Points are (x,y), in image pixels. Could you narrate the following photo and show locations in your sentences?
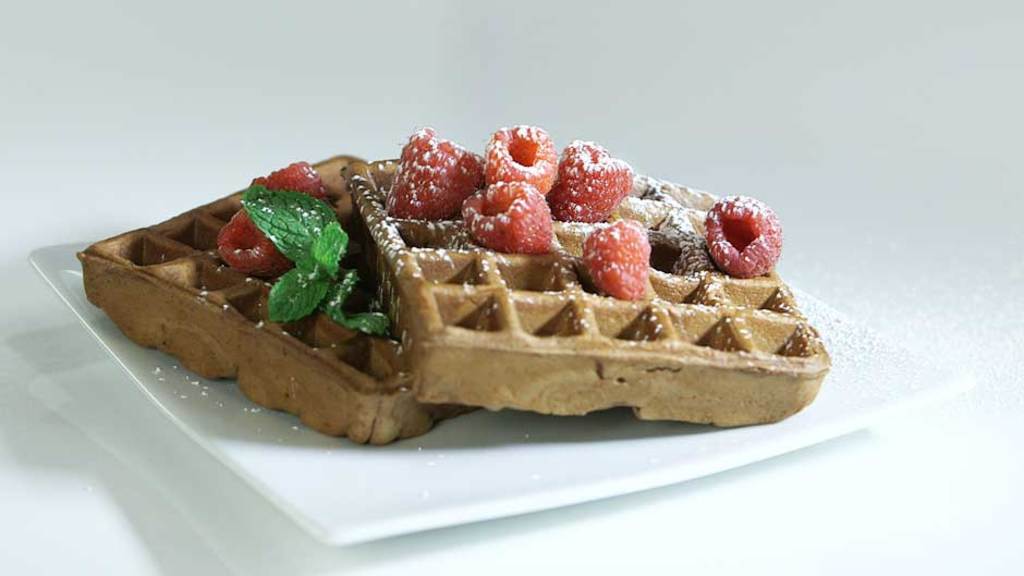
In this picture I can see the raspberries (250,235) and waffles (402,315) which are kept on the white plate (355,510). And this plate (426,508) is kept on the table (729,544).
